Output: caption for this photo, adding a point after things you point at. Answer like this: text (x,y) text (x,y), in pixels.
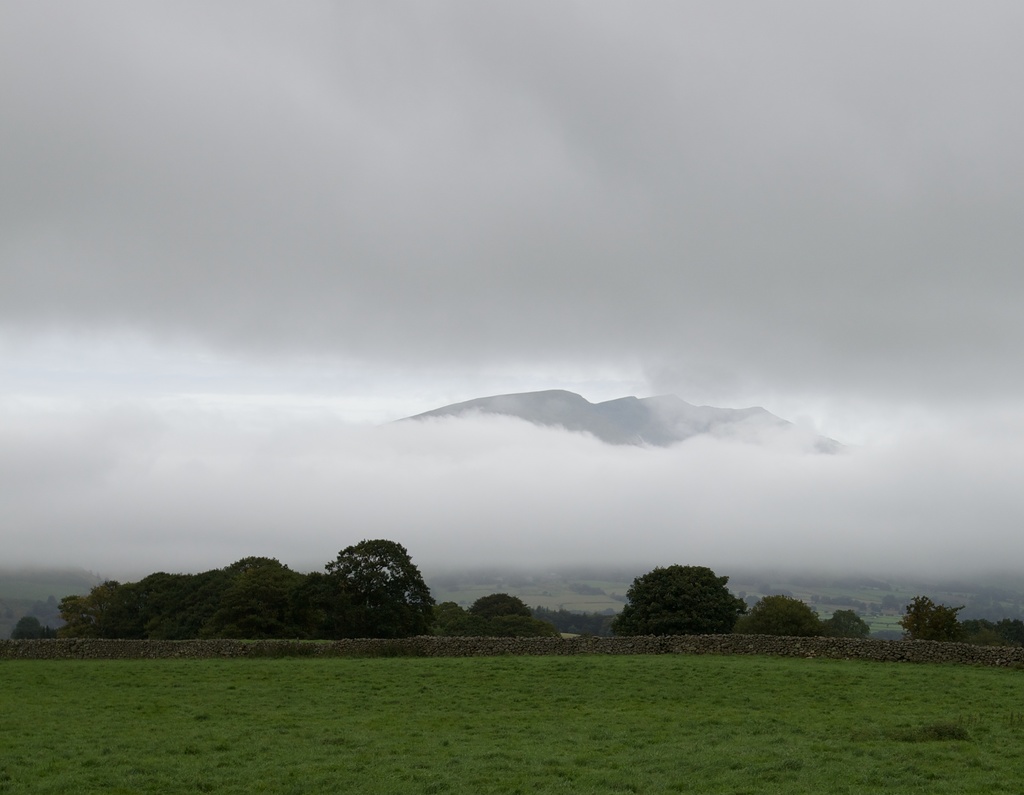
In this image I see the green grass (442,740) and I see number of trees (844,627). In the background (772,566) I see the cloudy sky (493,255) and I see the wall (114,652) over here.
